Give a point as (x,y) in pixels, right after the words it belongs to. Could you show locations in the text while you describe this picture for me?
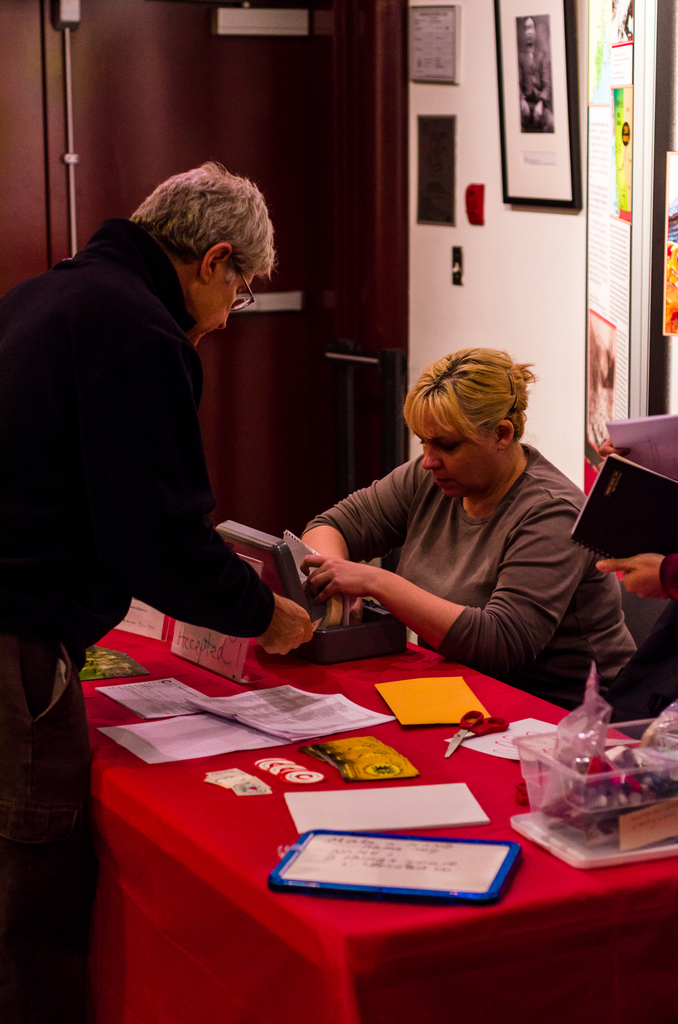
This person (138,460) standing and this person (481,655) sitting on the chair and holding book (308,556). We can see paper (468,695), scissor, book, board (360,836), box (541,770) on the table (524,946). On the background (515,297) we can see wall (475,301), frame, posters (619,308). We can see book (630,539) holding with hands (652,583).
